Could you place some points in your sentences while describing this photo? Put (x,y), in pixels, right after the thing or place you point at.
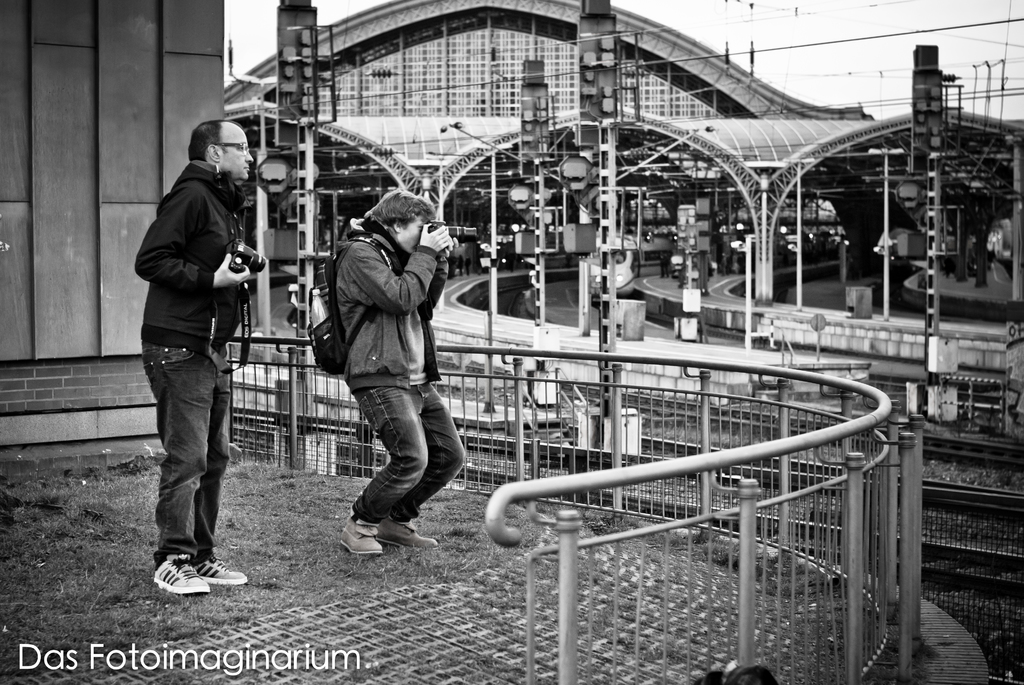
In this picture there are two people (233,322) standing and holding the cameras (254,251). At the back (362,108) there are buildings (131,56) and there are poles (615,148) and there is a shed (790,155). At the top (862,25) there is sky (857,9). At the bottom (1010,457) there are railway tracks (1010,457). In the foreground (867,446) there is a railing (841,495) and there is grass (228,511). At the bottom left (138,658) there is text (194,654).
